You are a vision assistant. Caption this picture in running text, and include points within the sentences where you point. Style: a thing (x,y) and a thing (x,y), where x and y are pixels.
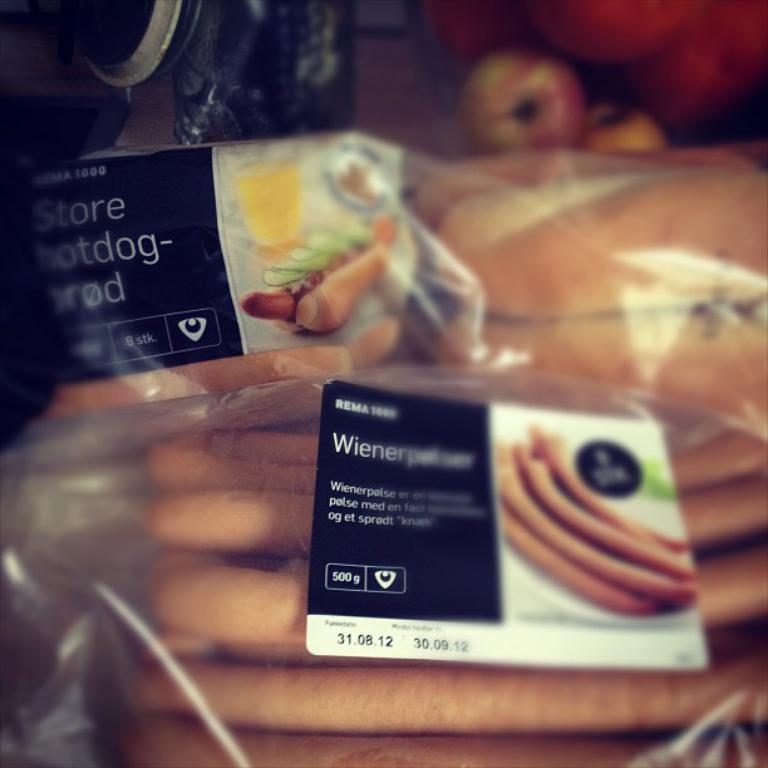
In the image we can see there are many food items (219,527) wrapped in a plastic cover (170,440). This is a label (446,552) and we can see there are apples (516,73), and the corners of the image are blurred.
